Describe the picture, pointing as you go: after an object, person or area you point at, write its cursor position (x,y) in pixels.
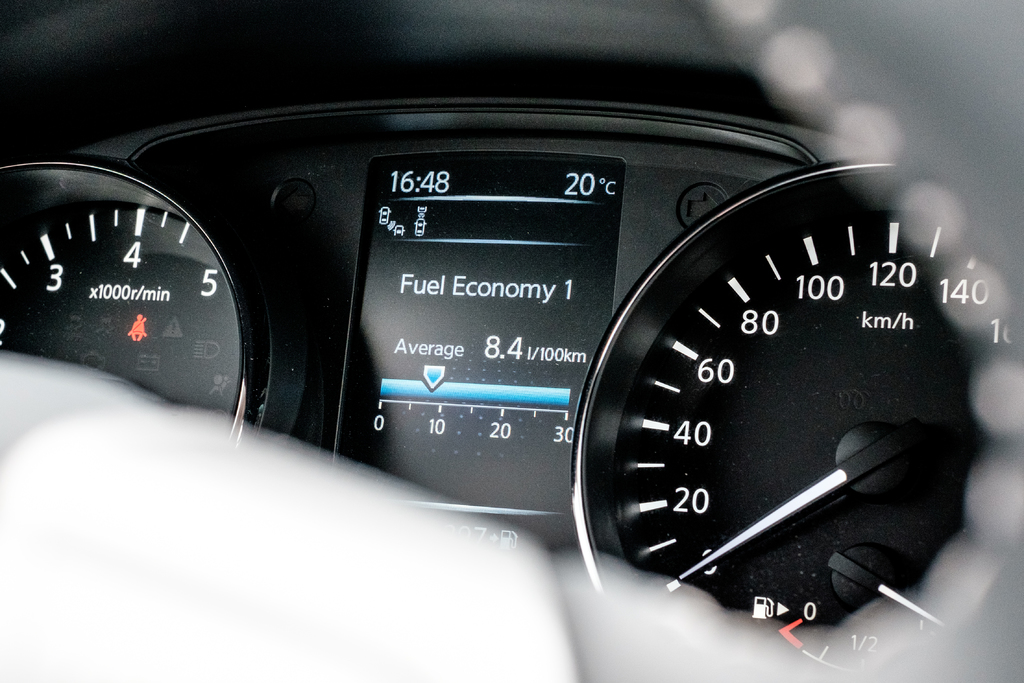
In this image in the center (492,285) there is a vehicle's speed meters (727,405) are visible, and at the top (997,152) and bottom there is blurry.
